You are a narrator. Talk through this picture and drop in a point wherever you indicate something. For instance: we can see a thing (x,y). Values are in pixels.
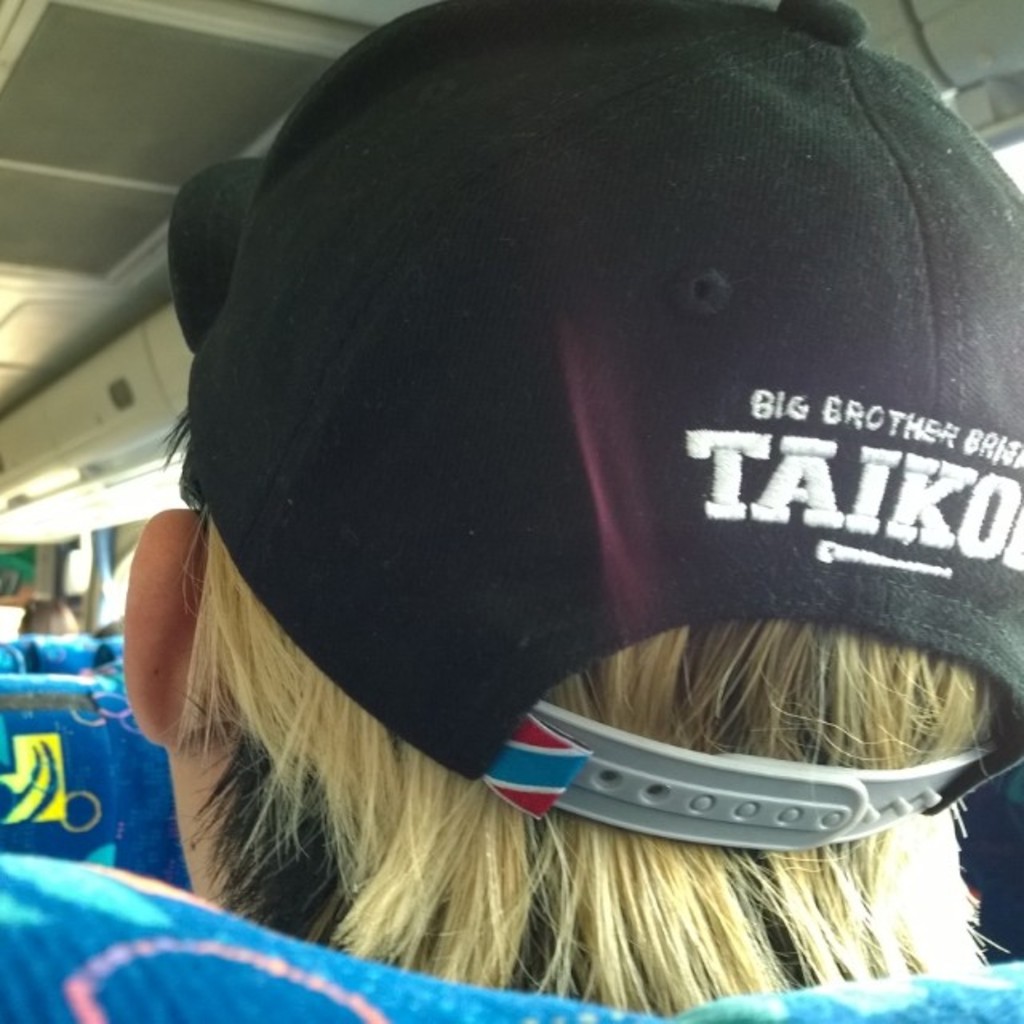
This is a zoomed in picture. In the foreground (327,492) we can see the head (808,917) of a person (596,480) wearing a black color cap (558,425) and we can see the text (735,502) on the cap (612,470). In the background (46,722) we can see the seats (59,694) and the roof (66,194) of the vehicle (132,424) and we can see some other objects (51,587).
